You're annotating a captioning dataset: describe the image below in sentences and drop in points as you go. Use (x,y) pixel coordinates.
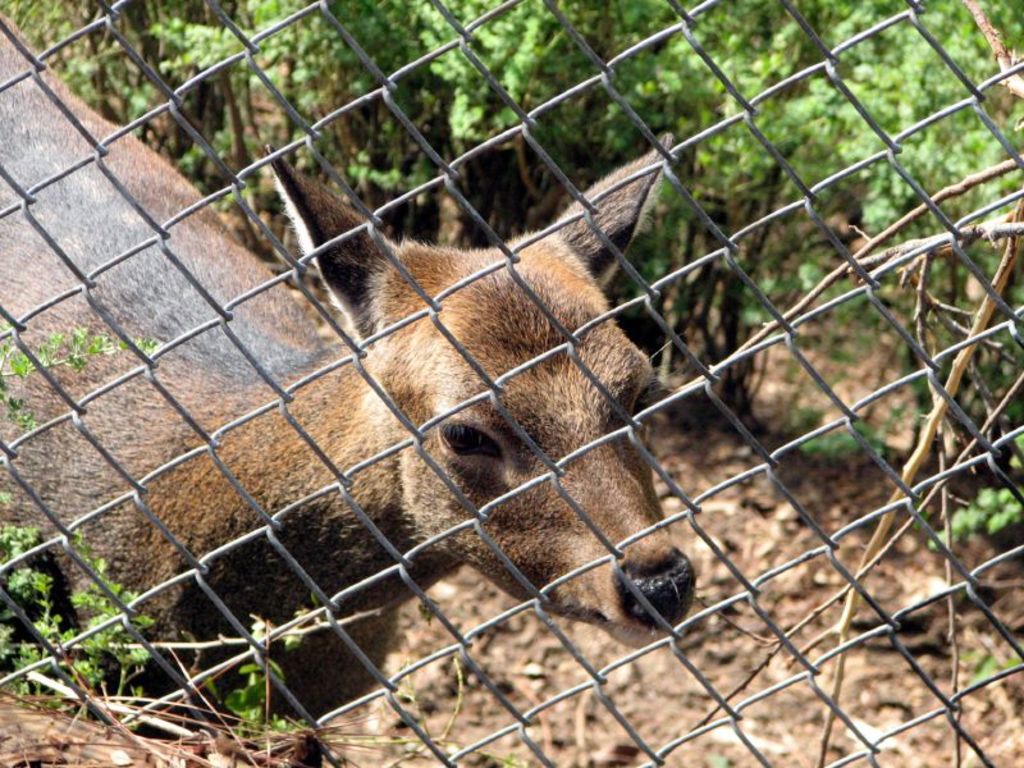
In this image we can see an animal (447,258), trees (953,5) and fence (531,607).
